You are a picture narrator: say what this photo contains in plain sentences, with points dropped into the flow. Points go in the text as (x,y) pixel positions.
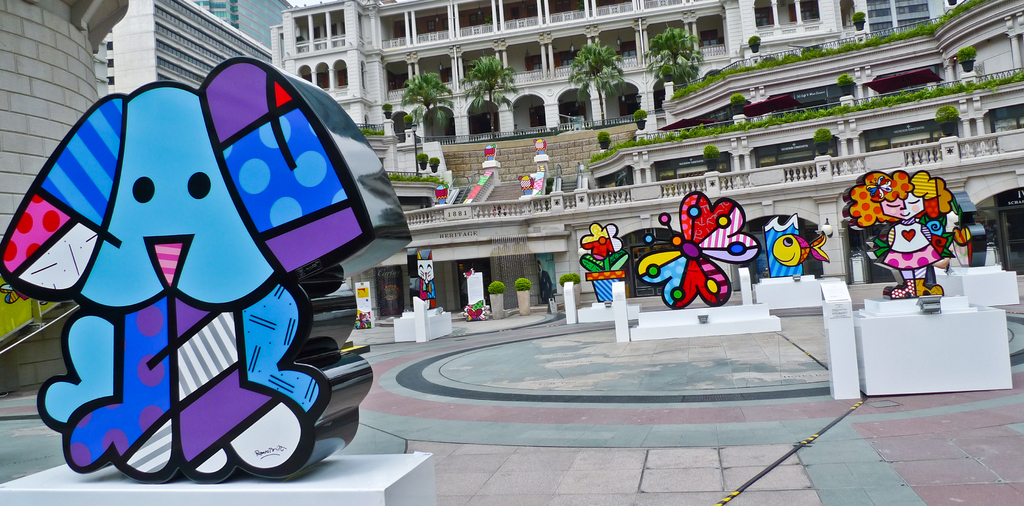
In this picture we can see the floor (705,381), statues (217,256) on pedestals (925,345), plants (573,276), trees (492,61), buildings (216,58) and some objects (833,286).
